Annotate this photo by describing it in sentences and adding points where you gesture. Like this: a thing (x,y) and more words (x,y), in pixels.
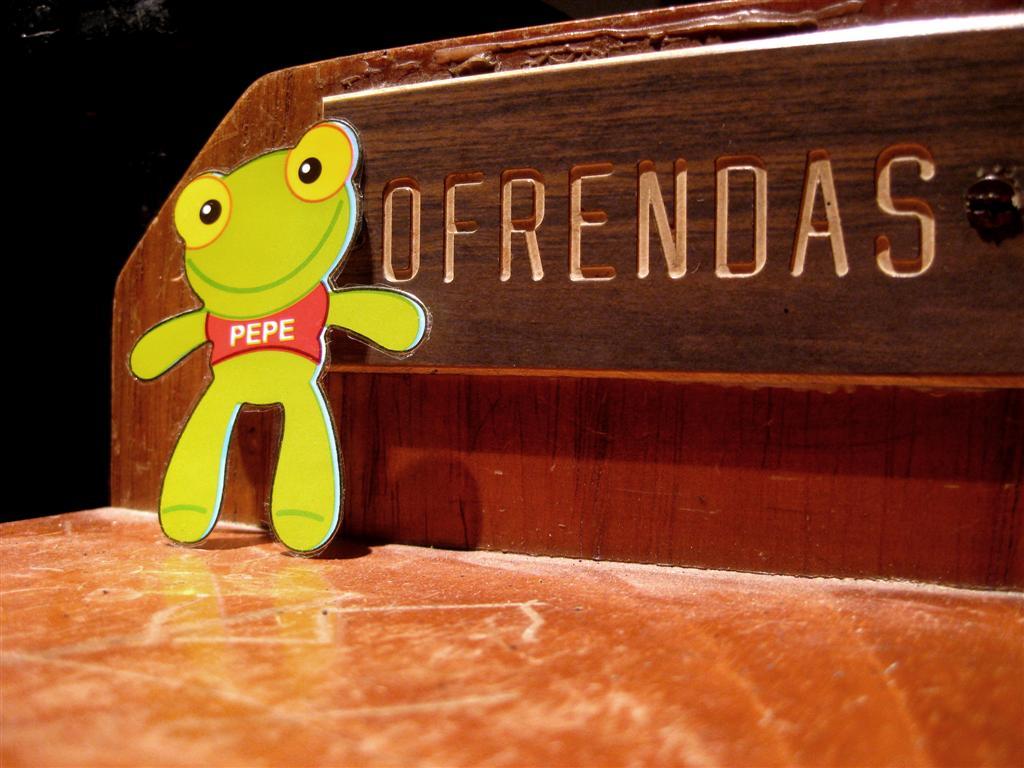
This picture seems to be wood box (674,691). In this picture on the left side (230,250), we can also see a toy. In the background (569,280), we can see a board (746,237), we can also see black color in the background (348,19).
